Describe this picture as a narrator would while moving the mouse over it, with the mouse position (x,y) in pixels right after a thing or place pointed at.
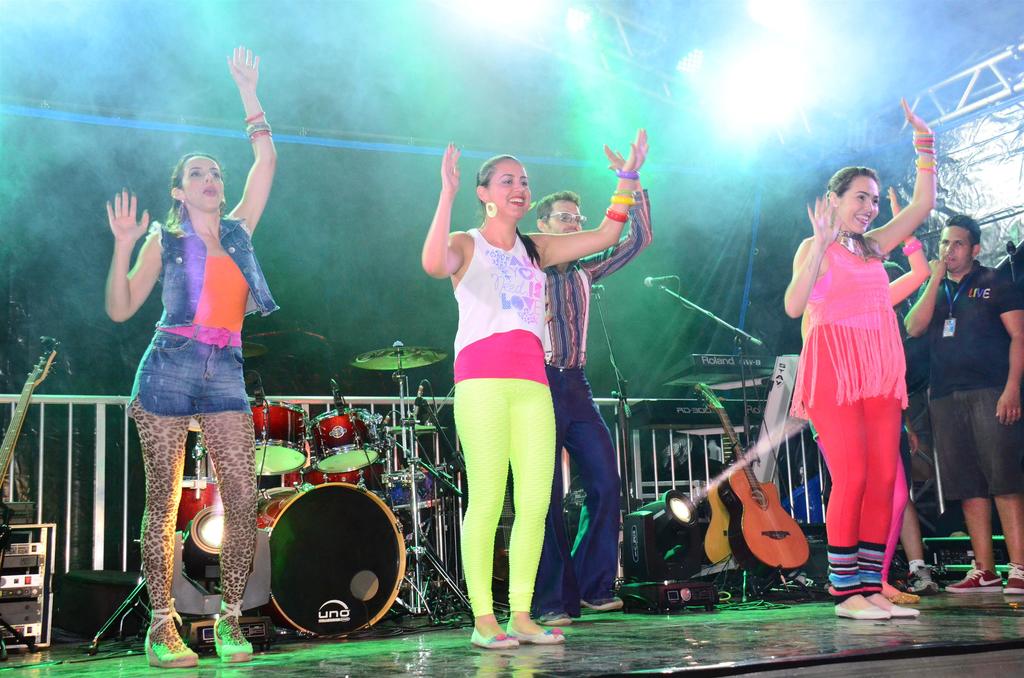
In the picture we can see some women (490,421) and a man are standing and dancing on the floor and behind them, we can see some orchestral instruments (423,423) and some guitars (20,398) are placed on the floor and we can also see a focus light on the floor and to the ceiling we can see some focus lights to the stand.
